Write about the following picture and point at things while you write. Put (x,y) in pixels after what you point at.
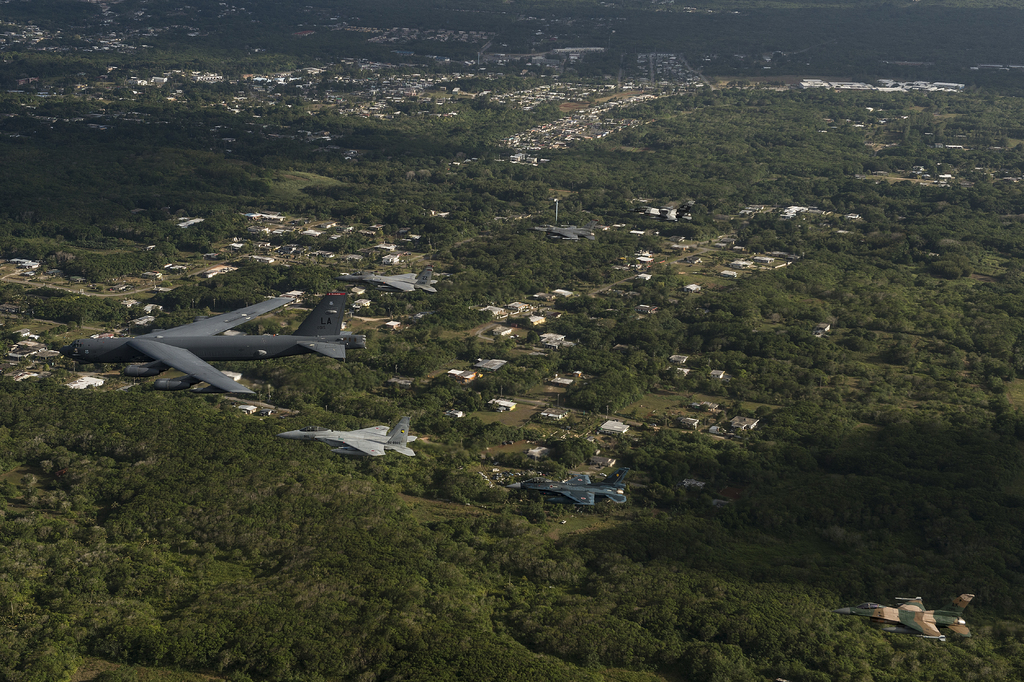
This image is taken outdoors. In the middle of the image (391,438) a few airplanes (582,475) are flying in the sky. In the background (645,151) there are many trees (108,191) and plants (685,555) on the ground (661,296). There are many houses (603,460) and buildings (545,96) on the ground (710,63).
